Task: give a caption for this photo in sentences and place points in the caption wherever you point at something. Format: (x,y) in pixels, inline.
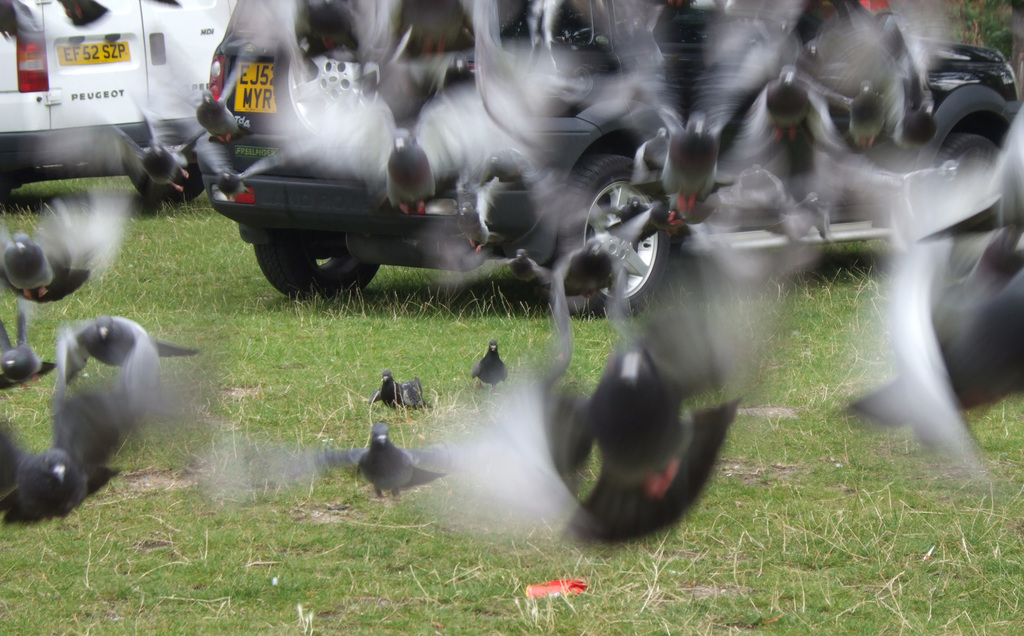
In this picture we can see grass (382,415) and few birds (680,201), in the background (605,123) we can see vehicles (180,108).
